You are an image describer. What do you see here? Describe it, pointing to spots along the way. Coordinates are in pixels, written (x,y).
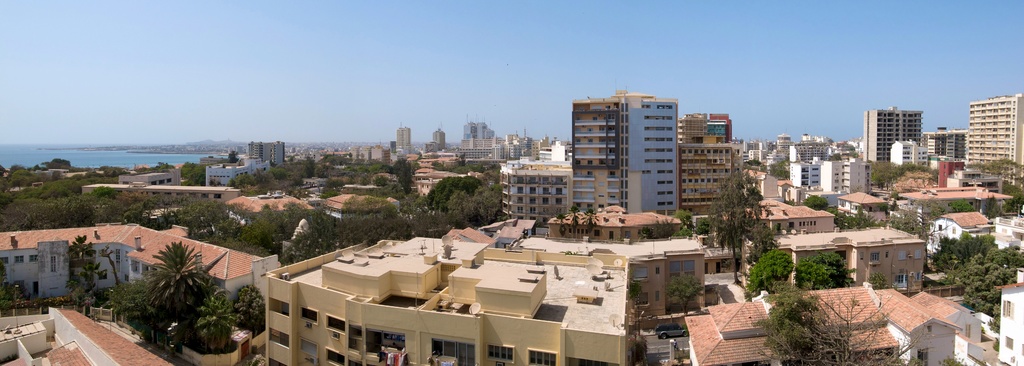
This is the picture of a city (224,321). In this image there are buildings (579,235) and trees (413,230). On the left side of the image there is water (50,146). At the top (423,113) there is sky (526,16). In the foreground (594,296) there are clothes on the wall (498,343) and there are objects (578,296) on the top of the building (499,289).
